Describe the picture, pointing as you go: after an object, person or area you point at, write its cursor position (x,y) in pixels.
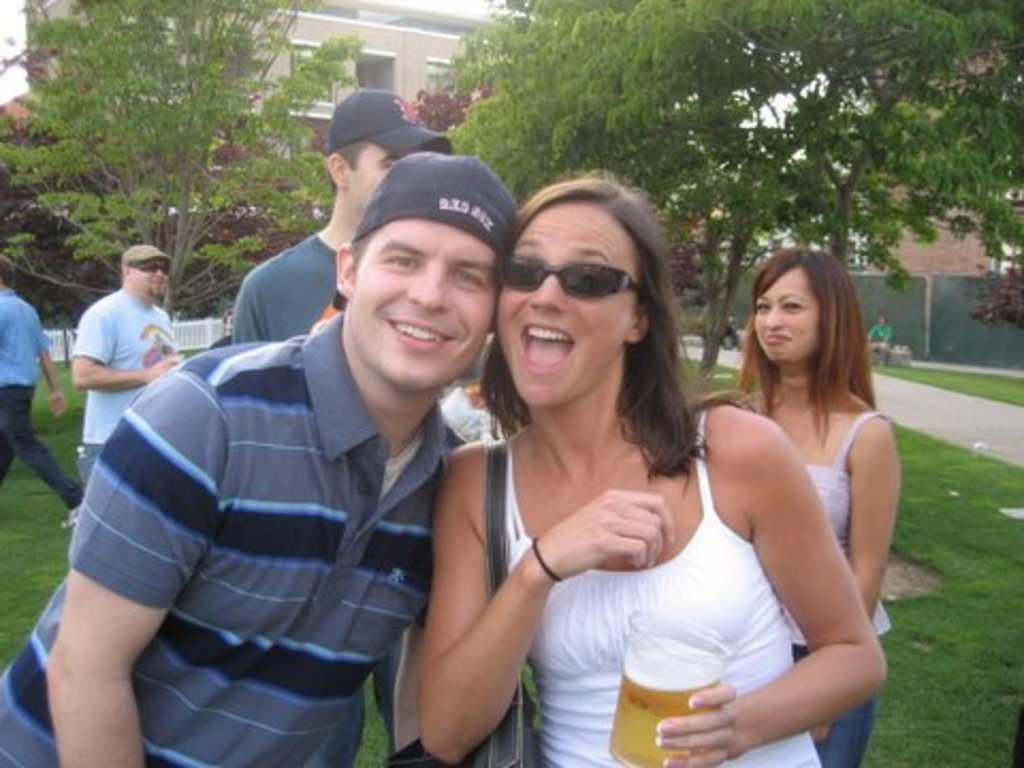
in this image there are many people (386,519). In the foreground (392,500) there is a man (412,496) and a lady (715,495). the lady (657,508) is holding a glass of drink (638,715). Most of them are smiling. In the background (327,32) there are trees (511,186), buildings (296,60). Here there is a path (1002,420). This is fence (60,337).
